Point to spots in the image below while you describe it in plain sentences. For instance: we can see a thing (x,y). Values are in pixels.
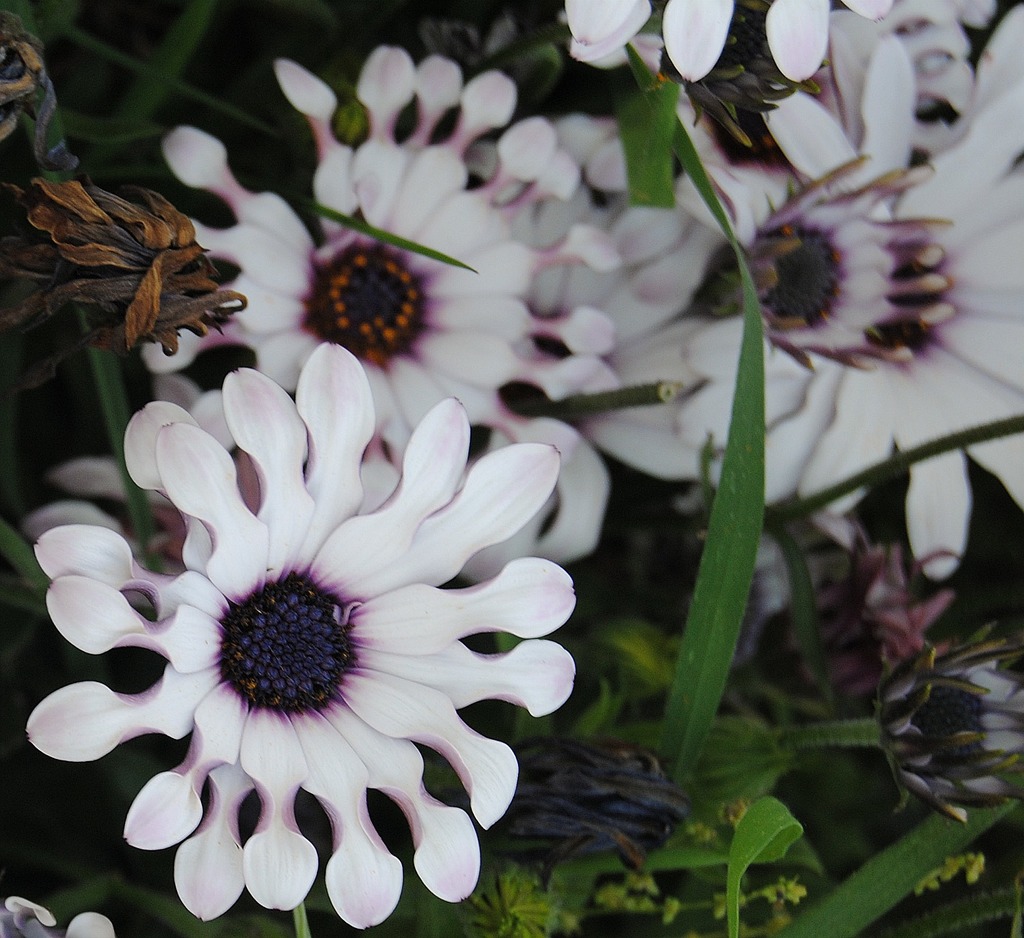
in this image I can see white color flowers (443,626) and I can see leaves (810,638) visible in between flowers (189,183).
